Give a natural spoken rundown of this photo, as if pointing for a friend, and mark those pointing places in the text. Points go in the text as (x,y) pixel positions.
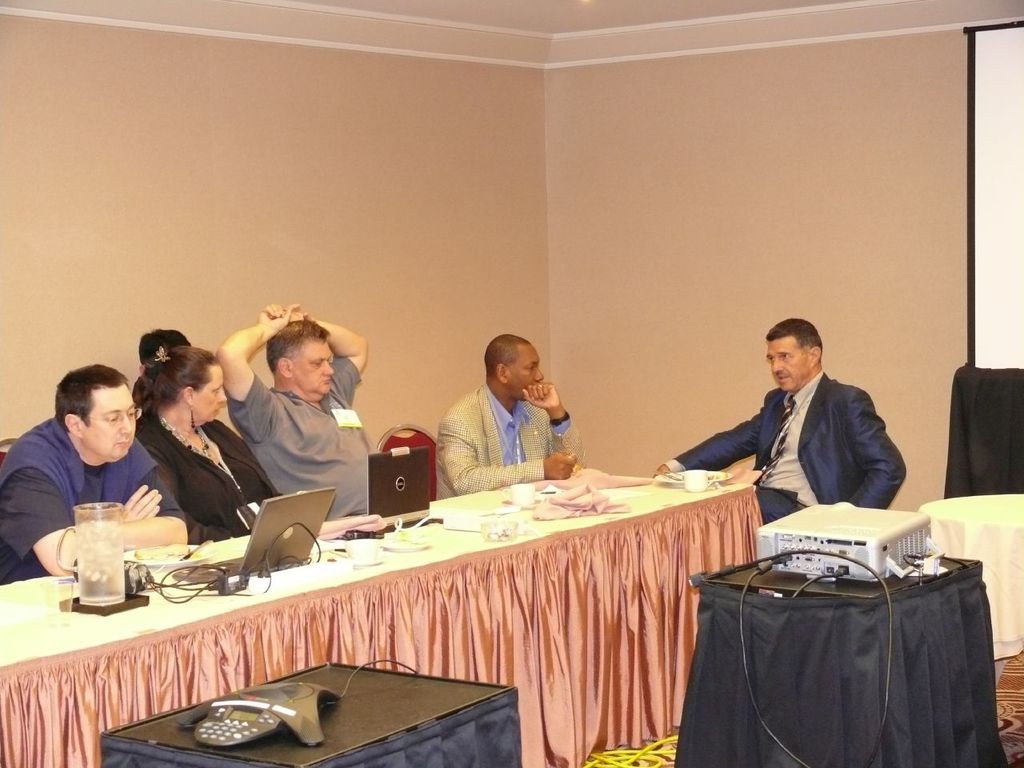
In this image, group of people (554,436) are sat. In-front of them, there is a white color table (185,616) and curtain (580,672) here. Few items (613,479) are placed on a table (198,565). On bottom (706,699) and right side of the image (872,642), we can see black color table (709,633). Here there is an item (280,718) placed. On right side (855,539), we can see projector (875,532) and screen (988,278). at the bottom (620,767), we can see some wires (630,752). Top of the image (568,171), there is a cream color wall (400,172).
